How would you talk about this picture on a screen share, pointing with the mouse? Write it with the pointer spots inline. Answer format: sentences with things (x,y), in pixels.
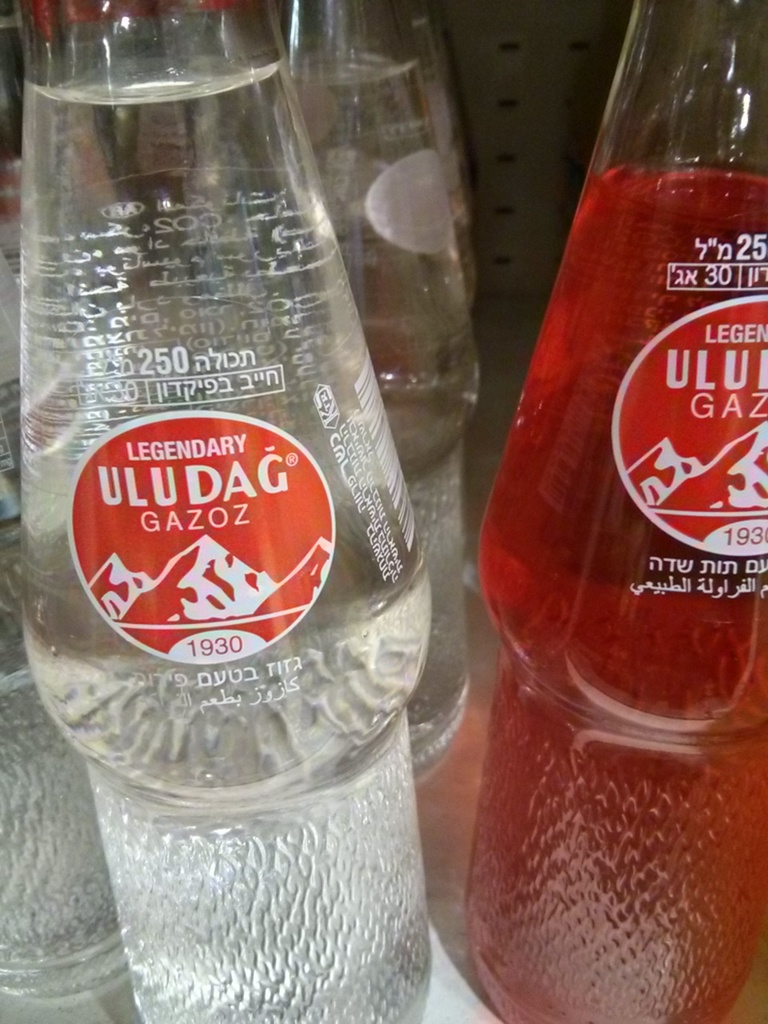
There are two soft drink bottles (509,543) with transparent liquid (129,133) in left side bottle (232,419) and red color liquid (656,186) in right side bottle (630,593) and behind there are other similar bottles (50,841).
